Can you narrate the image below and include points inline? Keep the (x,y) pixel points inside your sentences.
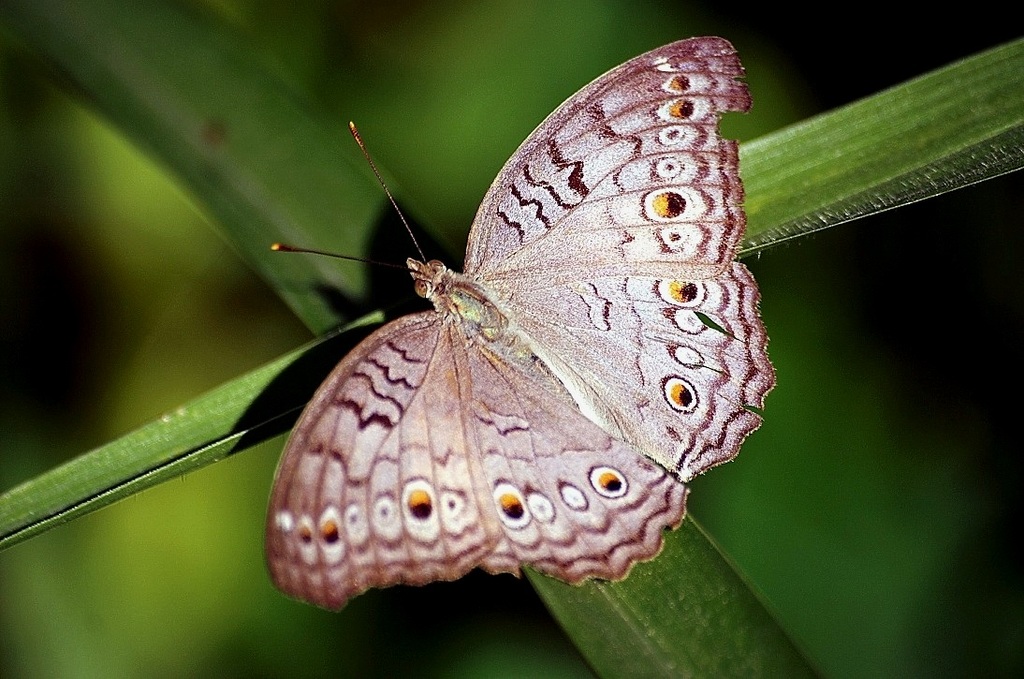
In this picture there is a butterfly (456,403) on a greenery object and the background (432,133) is greenery (194,344).
